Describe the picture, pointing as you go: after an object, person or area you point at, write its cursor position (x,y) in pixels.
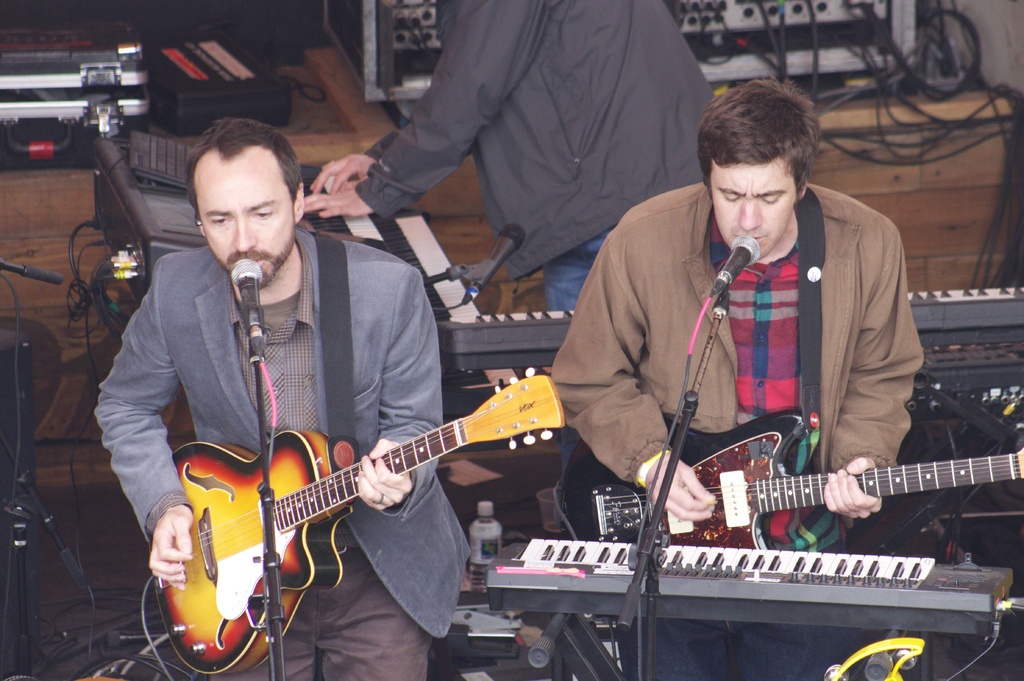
3 people (632,16) are present. 2 people (602,364) at the front (317,509) are playing guitar (243,522) and singing in the microphone (749,256). in the right (841,601) front there is a keyboard (788,566). behind him there are 2 more keyboards (518,317) and a person (562,185) is playing that.
